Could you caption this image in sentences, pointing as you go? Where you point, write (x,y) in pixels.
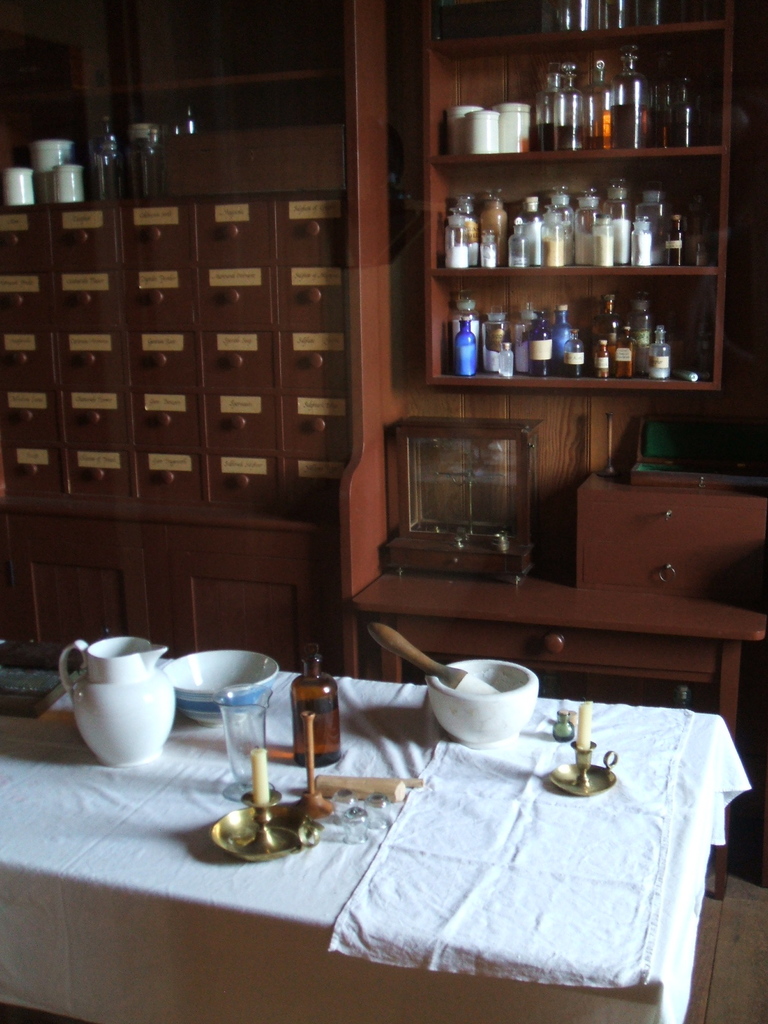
In this picture we can see a platform (297,923), on this platform (280,920) we can see clothes (280,916), bottle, glass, water jug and some objects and in the background (470,604) we can see shelves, bottles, wooden objects (297,521) and some objects (249,476).
